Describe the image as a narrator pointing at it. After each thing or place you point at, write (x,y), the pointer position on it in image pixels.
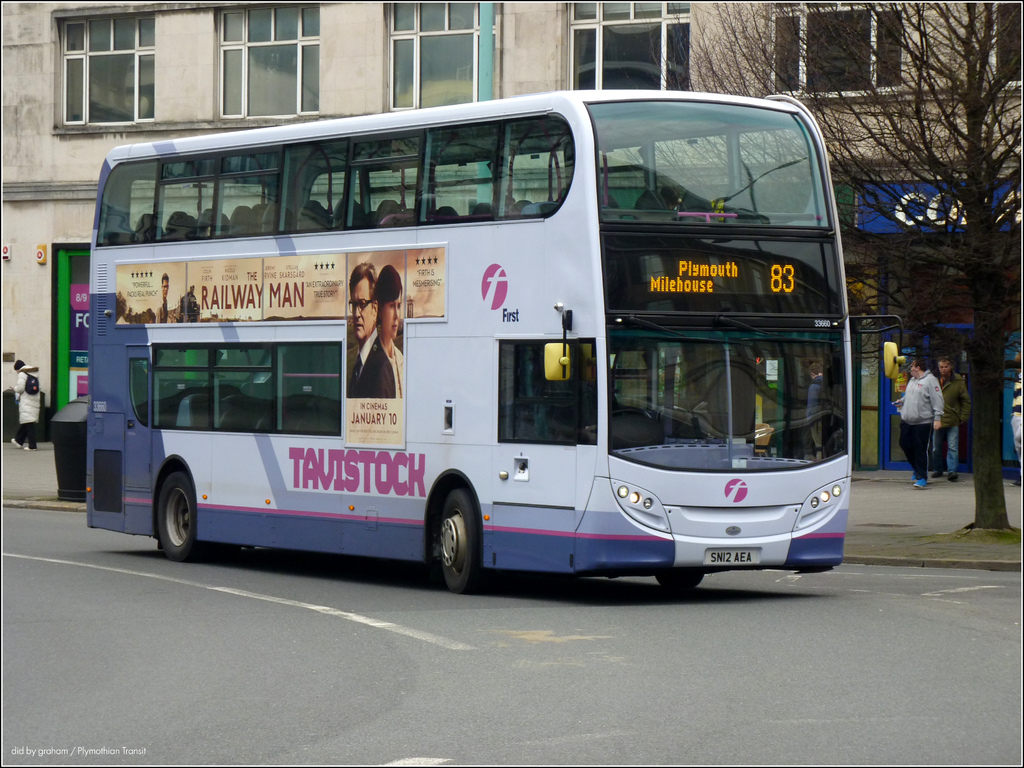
In the center of the image (460,348) we can see one bus (459,476) on the road (484,667). And we can see one poster (355,297) on the bus (407,362). On the poster (375,349), we can see two persons (379,343) and some text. In the background (676,11) there is a building (40,187), windows (143,23), one tree (990,246), banners (875,230), one dustbin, few people (936,389) are standing and a few other objects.
